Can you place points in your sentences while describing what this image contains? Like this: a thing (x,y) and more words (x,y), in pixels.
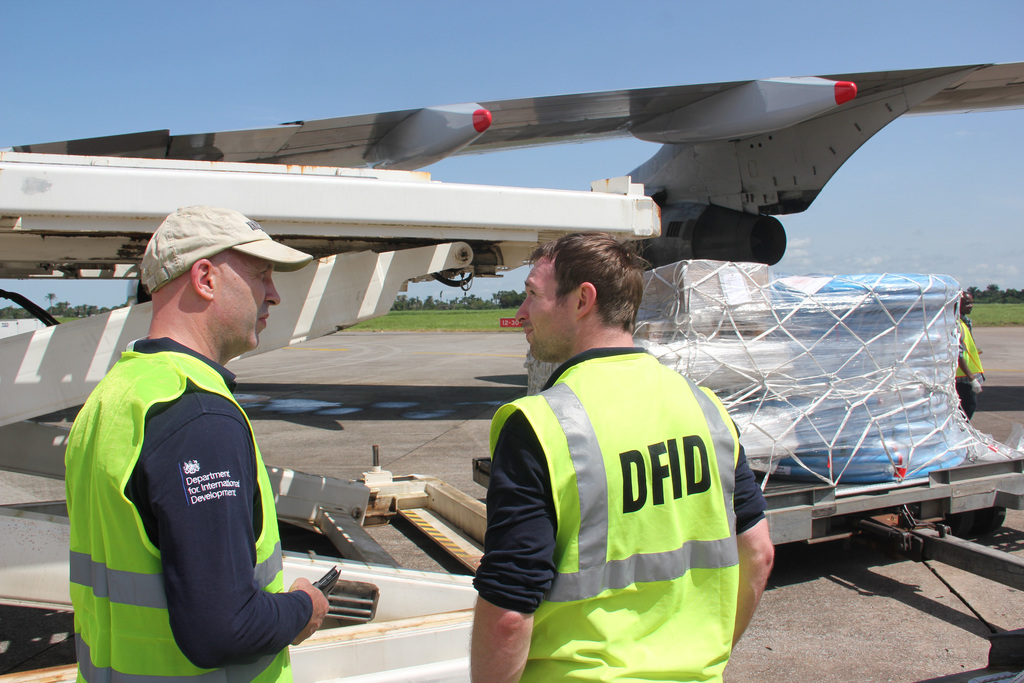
In the foreground of this image (590,564), there are two men (210,533) wearing jackets (644,583) behind them, there are objects (886,423) on a cart like structure (858,493). On the left (37,313), there is a metal object (52,337) and also it seems like a wing (761,89) of an airplane (808,118). In the background (466,313), there is greenery (440,310) and the sky (507,44).
